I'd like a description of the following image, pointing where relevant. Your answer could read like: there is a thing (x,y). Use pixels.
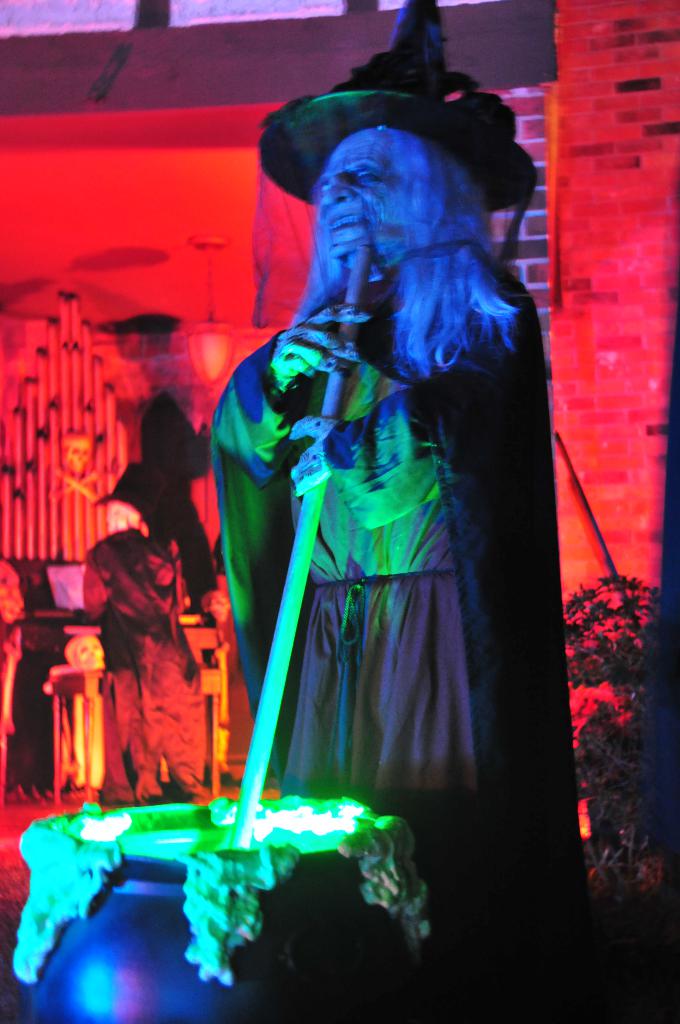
In the foreground of this image (423,449), there is a person (483,444) looking like witch holding a stick (286,632) and standing in front of a pot (196,829). In the background (137,660), there is another person (142,701) playing musical instrument (55,617) in the red light (135,397).
